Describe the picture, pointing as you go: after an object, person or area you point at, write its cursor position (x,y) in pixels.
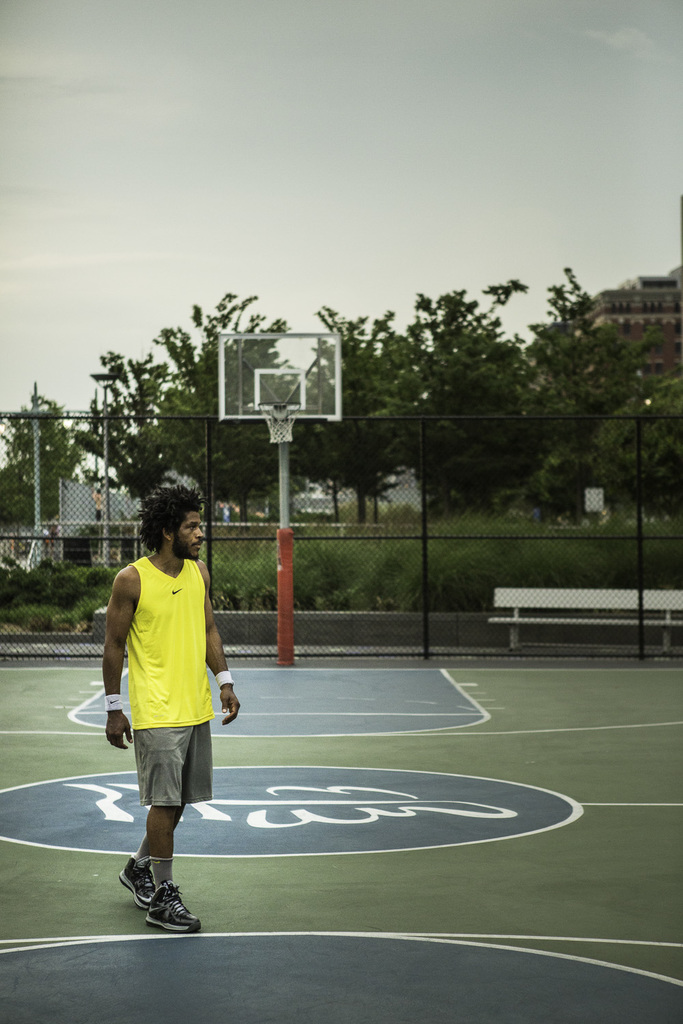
In the picture I can see a person (193,766) wearing yellow color T-shirt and shoes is standing on the ground (432,848). In the background (311,442), I can see the net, fence (372,531), bench (682,599), grass (41,582), poles (281,514), trees (237,489) and the sky (381,314) in the background (278,160).
